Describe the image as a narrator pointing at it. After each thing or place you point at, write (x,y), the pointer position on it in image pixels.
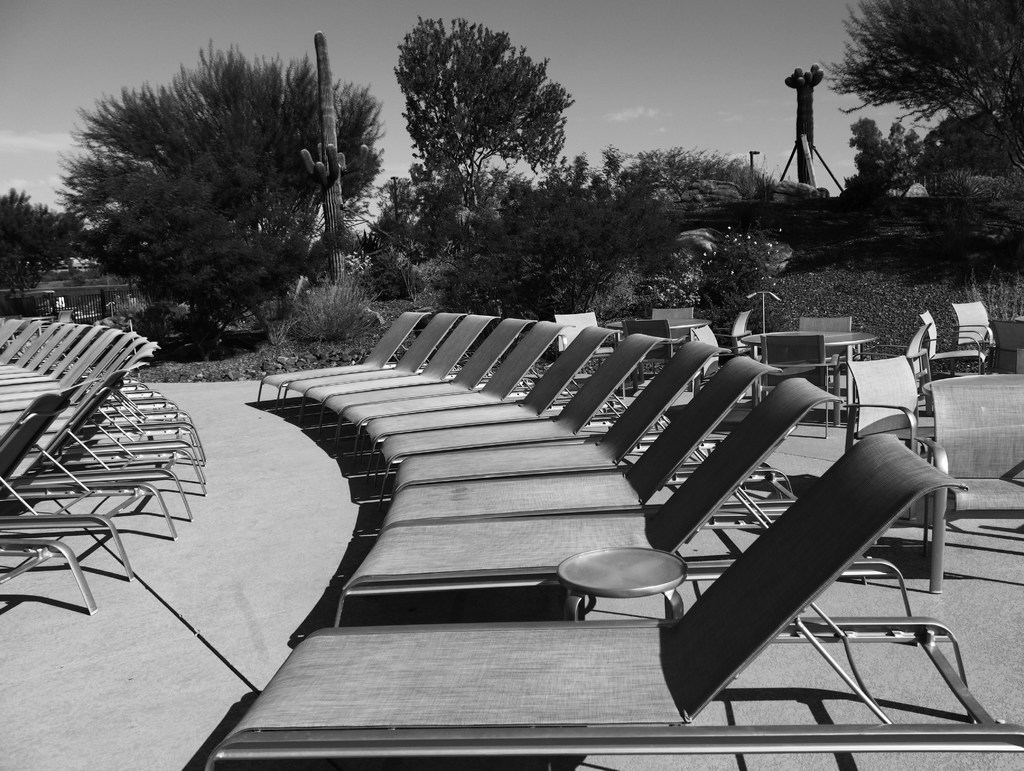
This is a black and white image. In this image we can see chaise lounges (547,460) on the floor (213,456), trees (153,189), plants (680,181), rocks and sky (763,109) with clouds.
